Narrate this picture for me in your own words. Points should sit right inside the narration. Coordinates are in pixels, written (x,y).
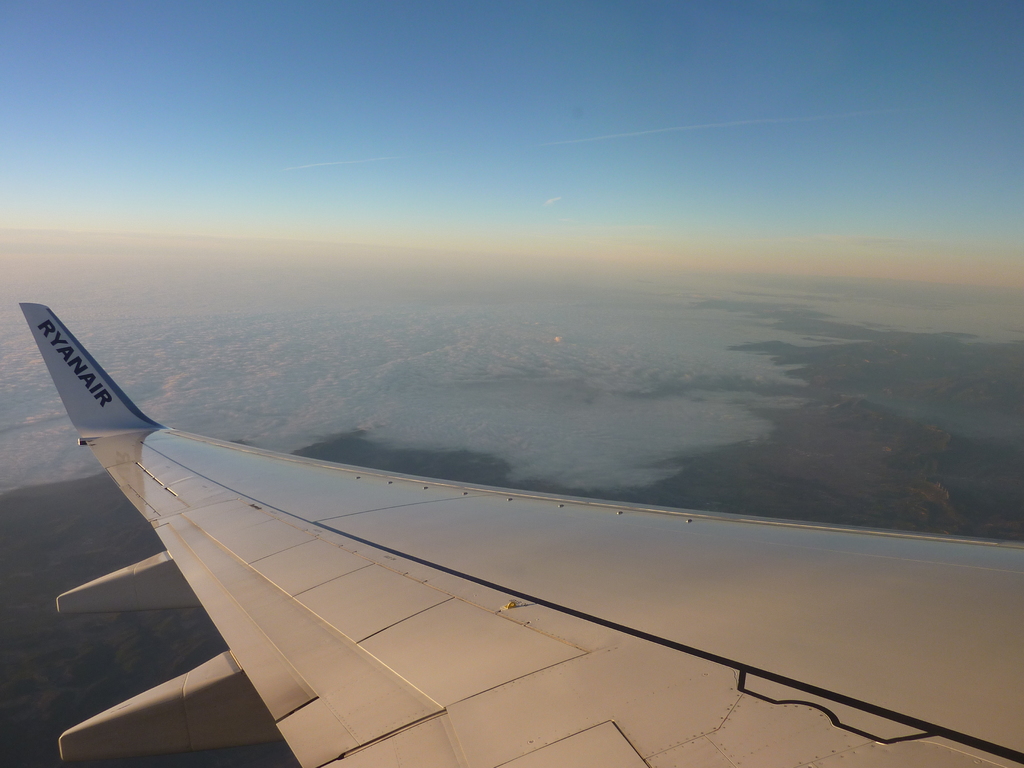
In the center of the image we can see aeroplane wing (542,664). In the background (652,405) we can see clouds (543,352), ground (837,438) and sky (595,185).
